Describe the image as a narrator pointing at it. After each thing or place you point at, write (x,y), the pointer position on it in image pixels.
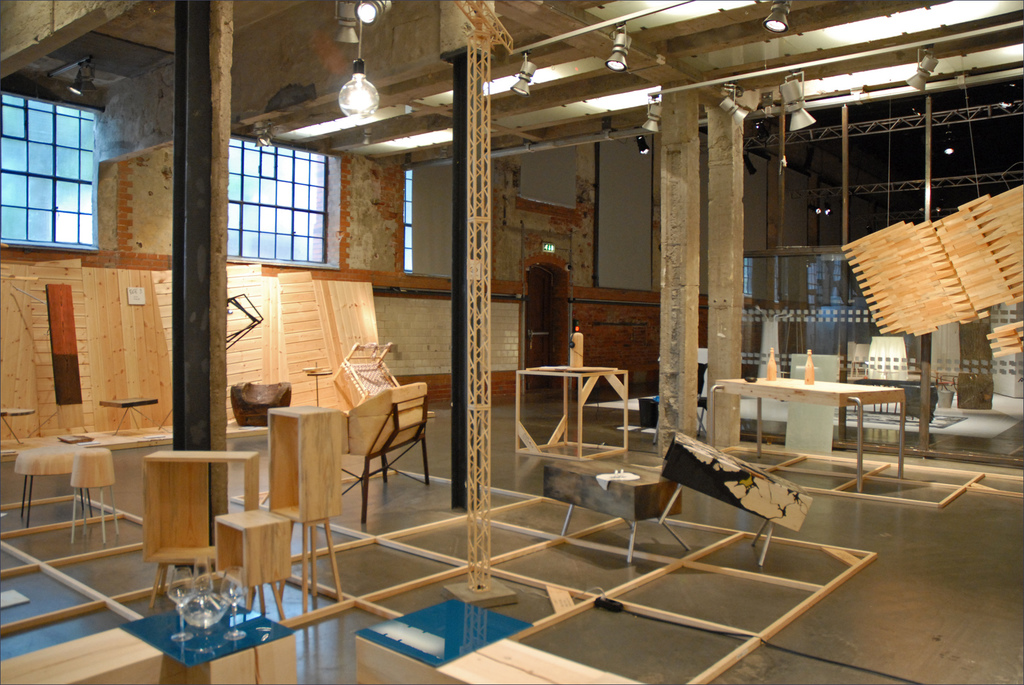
This picture shows the inner view of a room (513,305). There are some lights (624,52) attached to the ceiling (535,90), some iron rods (932,183), some poles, some objects (134,289) are attached to the wall (302,385), different objects (624,480) are on the surface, one exit board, one wooden door (542,279), some windows (264,235), some chairs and many tables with different kinds of objects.
